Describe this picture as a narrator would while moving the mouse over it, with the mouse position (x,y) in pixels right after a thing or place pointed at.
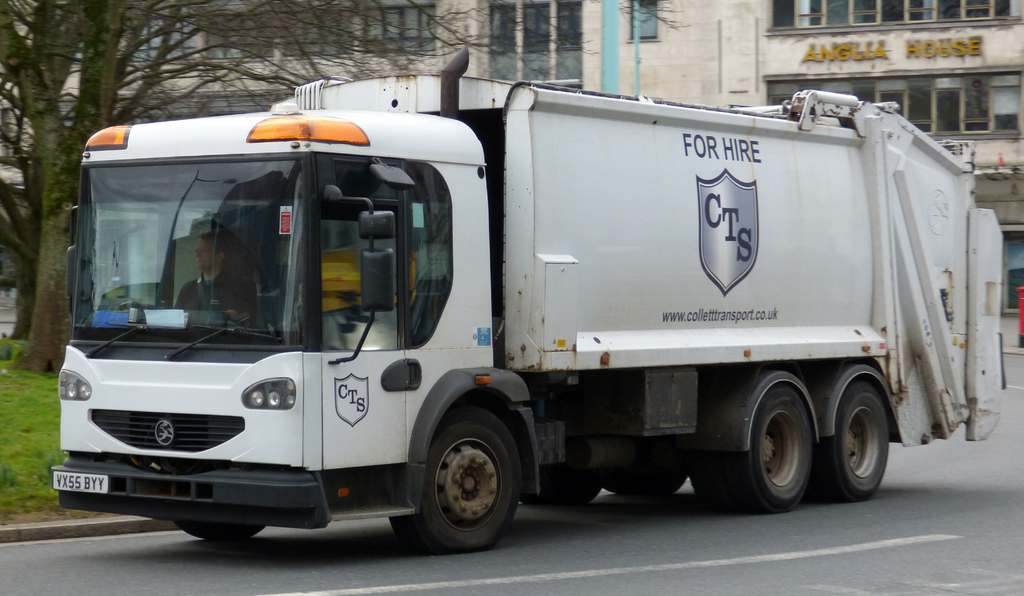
There is a truck (401,432) on the road (339,578) as we can see in the middle of this image (614,324). There is a building (627,59) and a tree (132,65) in the background (203,37).
